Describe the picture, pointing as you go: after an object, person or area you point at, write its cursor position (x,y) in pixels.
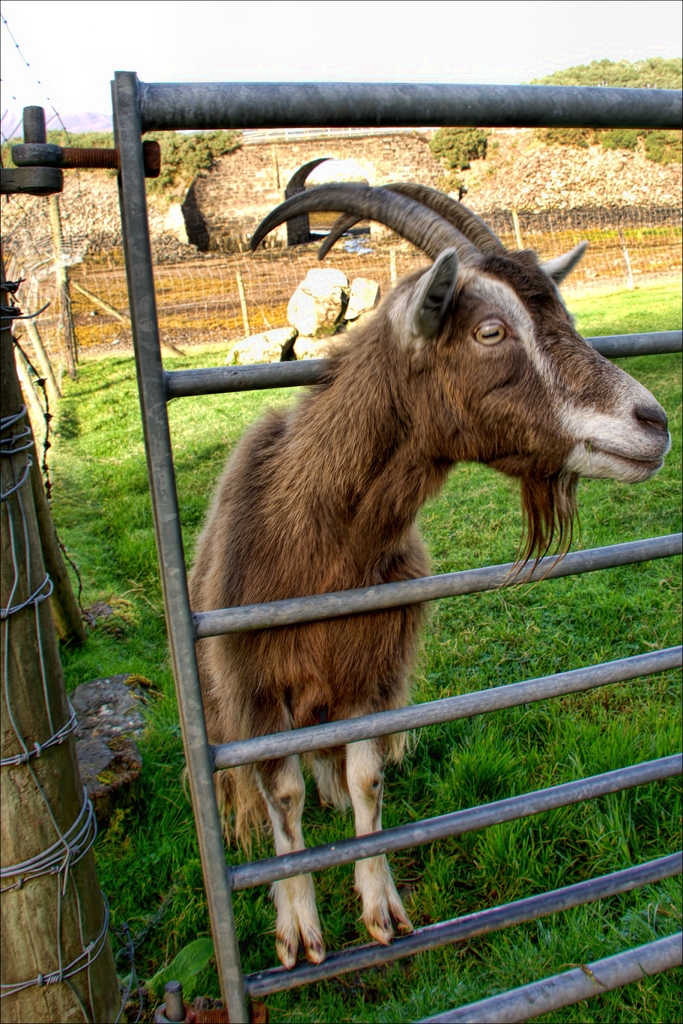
In this image we can see a goat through the fence (682,122). In the background (271,312), we can see the wire fence (634,246), grass (53,421), rocks (80,222), wall (42,233), bridge (218,187), trees (653,146) and the sky (489,56).
